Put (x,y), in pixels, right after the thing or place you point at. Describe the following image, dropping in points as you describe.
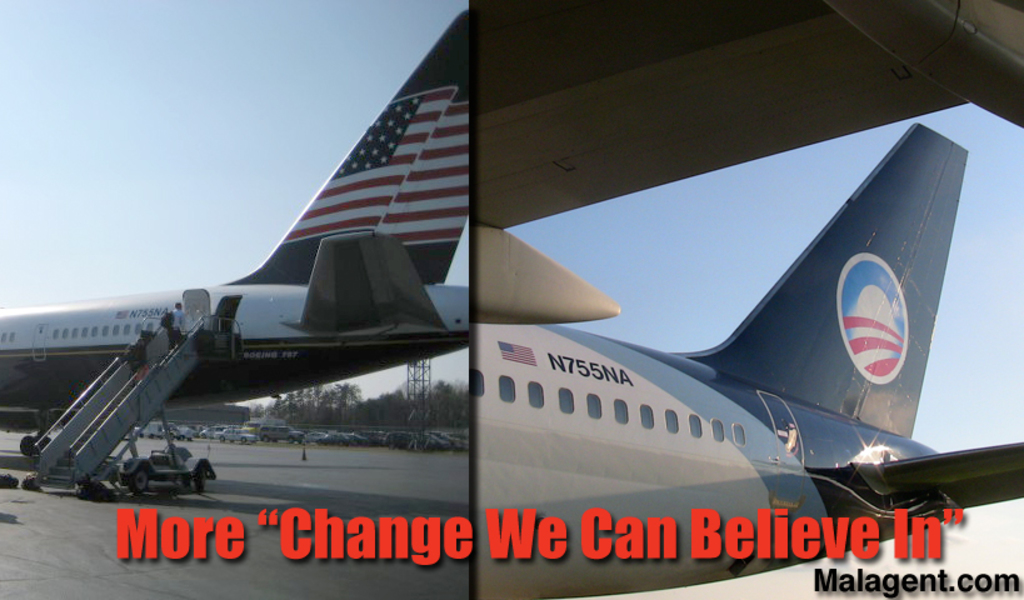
This is an edited image with the collage of two images. On the right (818,320) we can see an airplane (877,386) and we can see the text (592,372) and numbers (597,372) and some pictures (891,350) on the airplane (721,441). In the background (686,229) we can see the sky (686,229). On the left (301,247) we can see an airplane (26,398) parked on the ground (257,481) and we can see the group of persons (131,369) seems to be climbing the stairs (148,379). In the background (163,129) we can see the sky (383,377), metal rods (414,382), trees (366,415), group of vehicles (264,424) and many other objects (211,416). At the bottom (504,550) we can see the text (694,549) on the image.
